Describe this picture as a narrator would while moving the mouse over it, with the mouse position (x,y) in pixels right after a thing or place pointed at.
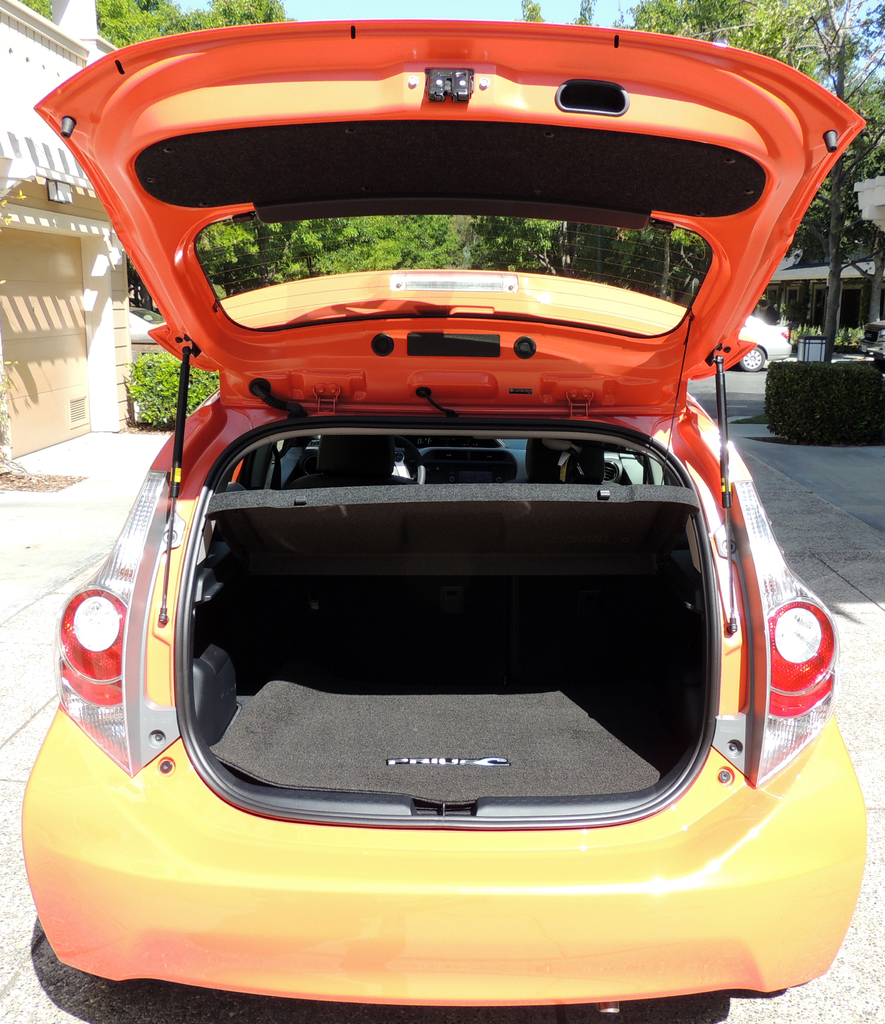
In this image we can see car (74,673) parked on the road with its back door (237,389) opened. In the background (104,386) we can see a building (100,319), door (43,388), a group of trees (844,171), plants (799,405) and a car (776,326).
